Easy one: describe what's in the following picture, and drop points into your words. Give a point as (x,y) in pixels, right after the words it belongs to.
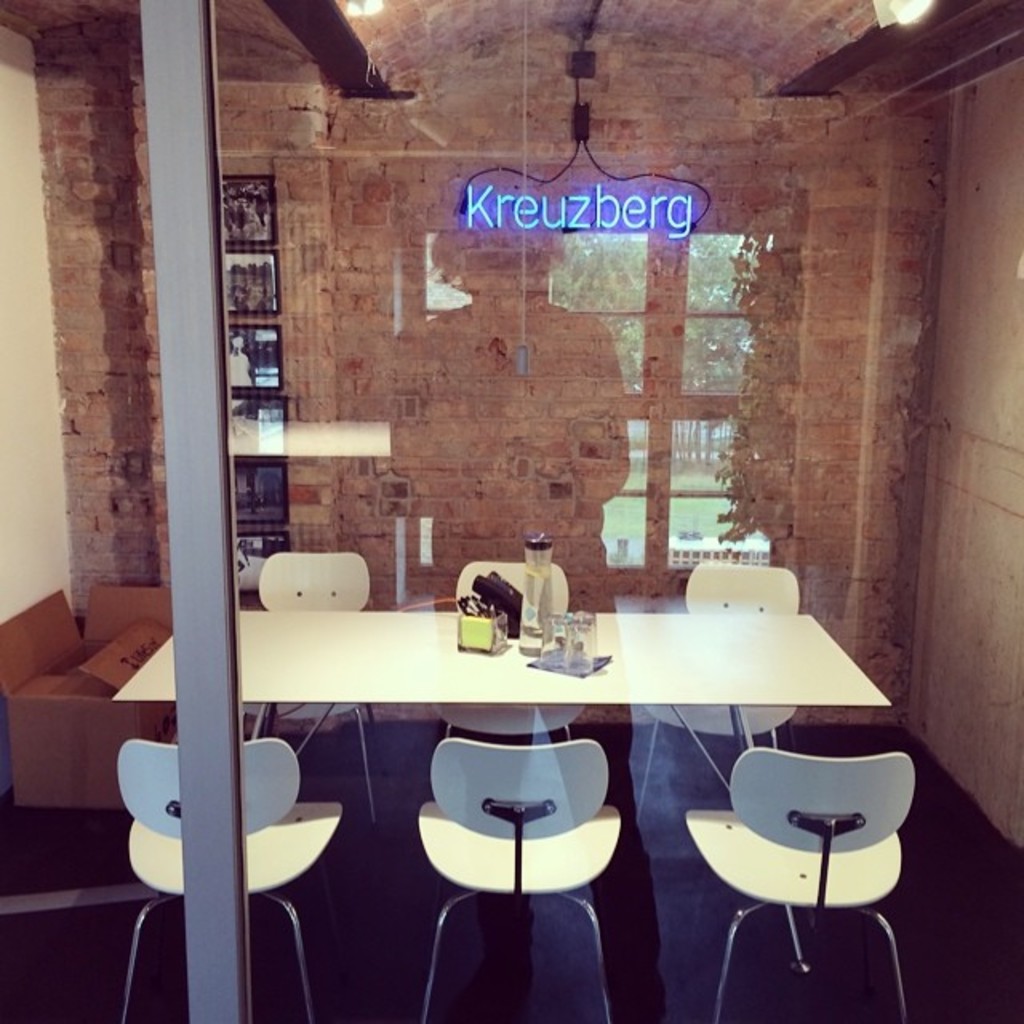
In this image there are chairs (449,765) and a table (553,695), on top of the table (533,689) there are some objects (541,607), behind the table (437,655) there is a wall (367,254) with a name (593,201), in front of the table (384,645) there is a glass door (296,460).
